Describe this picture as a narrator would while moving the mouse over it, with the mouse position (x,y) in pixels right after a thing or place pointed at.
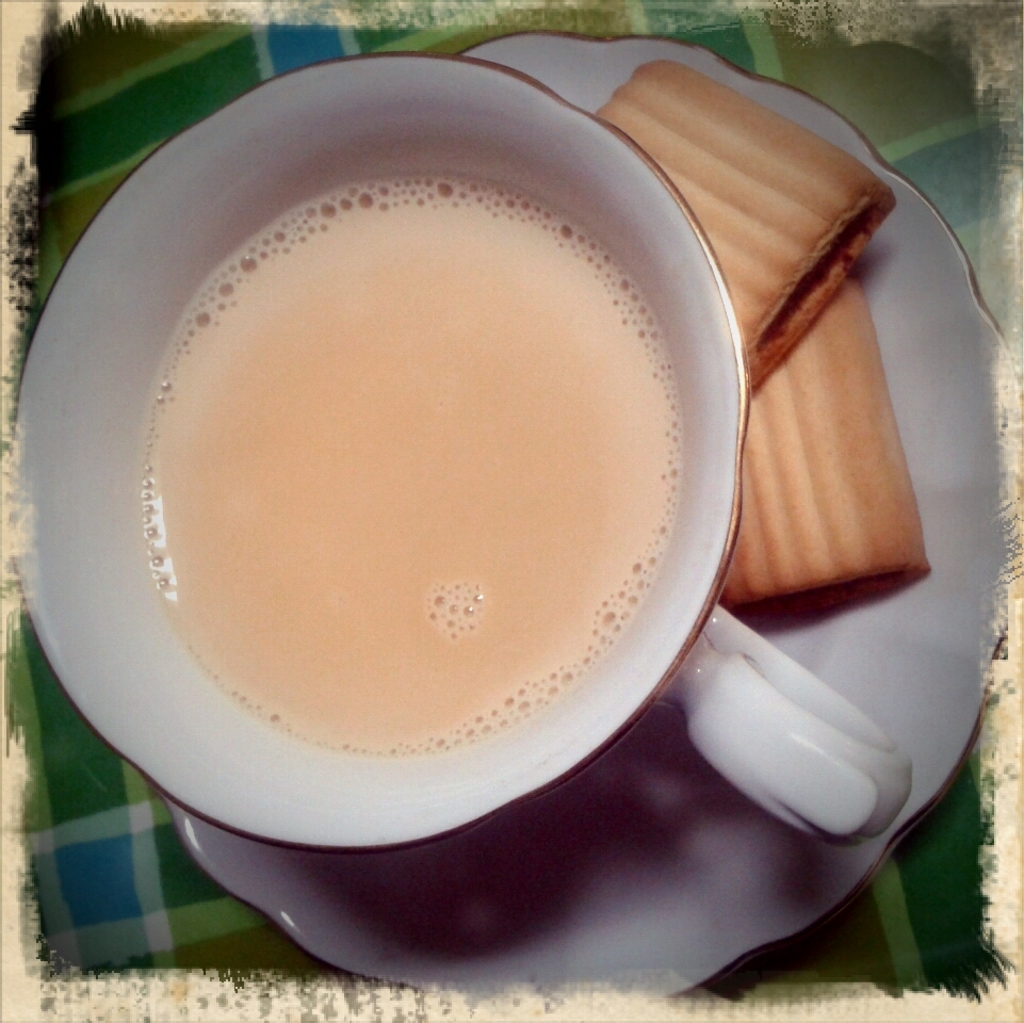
In this image we can see a saucer (771,814) on which we can see some biscuits (785,371) and a cup (255,653) of tea (331,560).
